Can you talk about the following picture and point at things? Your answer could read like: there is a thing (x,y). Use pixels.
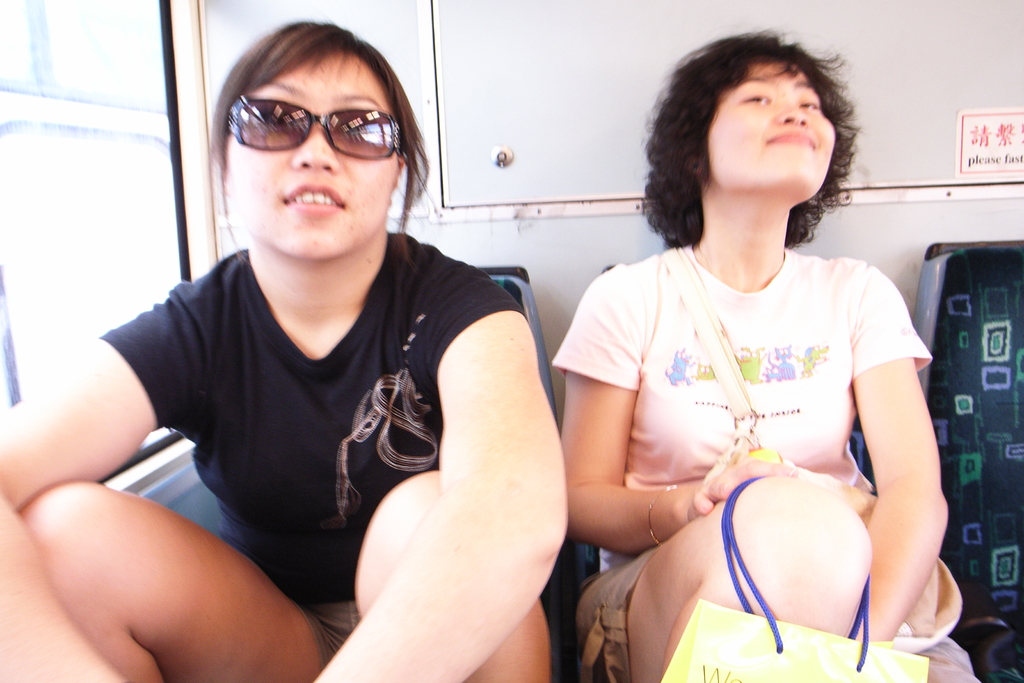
In this image we can see two women (756,315) wearing dress (424,467) are sitting on chairs (948,312). One woman (404,378) is wearing goggles (292,135). In the foreground (712,671) we can see a bag (820,676). In the background (1009,130), we can see a board (1012,142) with some text (997,146) on the wall (679,26).
